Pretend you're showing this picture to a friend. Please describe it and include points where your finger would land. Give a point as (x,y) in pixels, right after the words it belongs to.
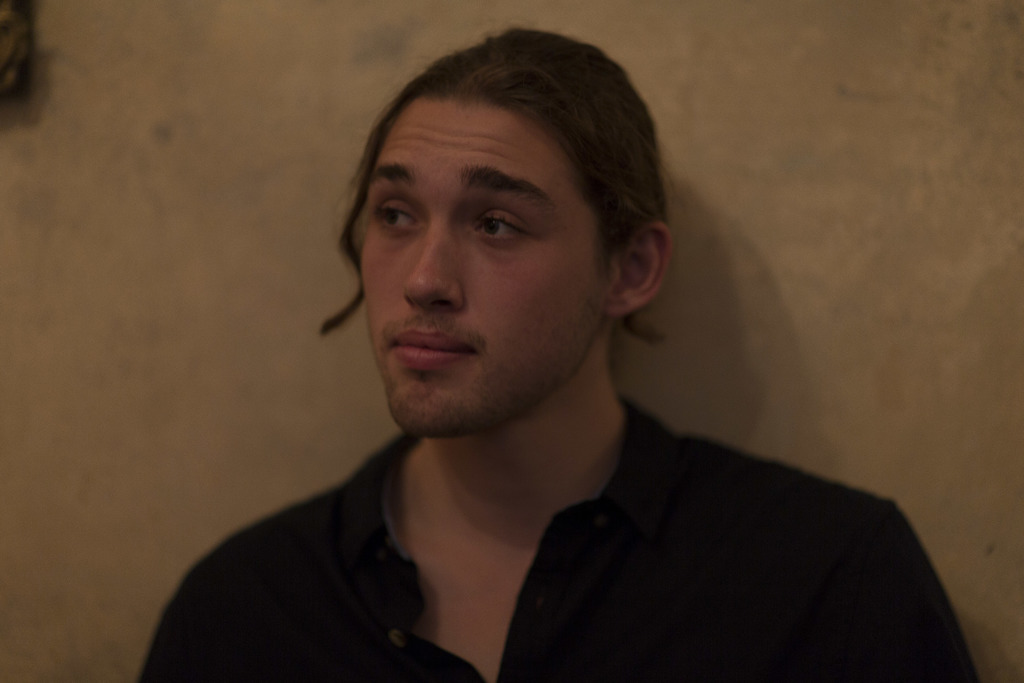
In this image I see a man (205,646) who is wearing a black shirt (920,651). In the background (124,628) I see the wall (1012,3).
